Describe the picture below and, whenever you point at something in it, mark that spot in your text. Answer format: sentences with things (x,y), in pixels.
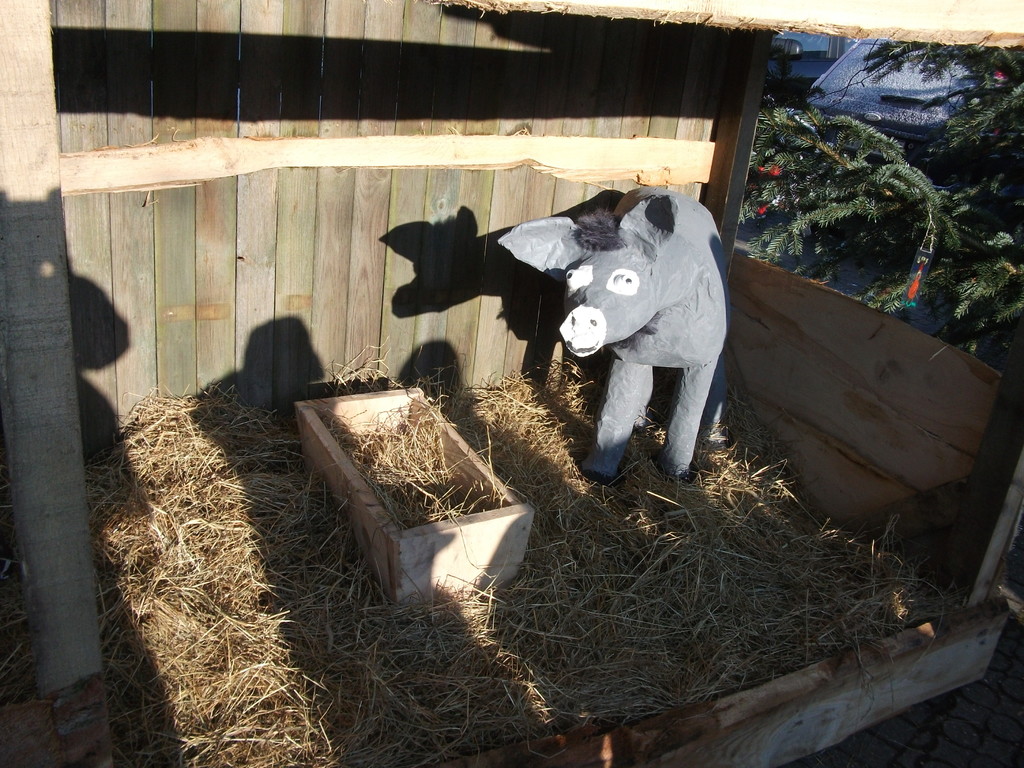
In this picture there is a small grey color donkey statue (632,407) placed beside the wooden box (339,414). On the bottom (454,628) front side there is a dry straw (690,527) and behind we can see the wooden panel wall (545,157) and some trees (817,217).
